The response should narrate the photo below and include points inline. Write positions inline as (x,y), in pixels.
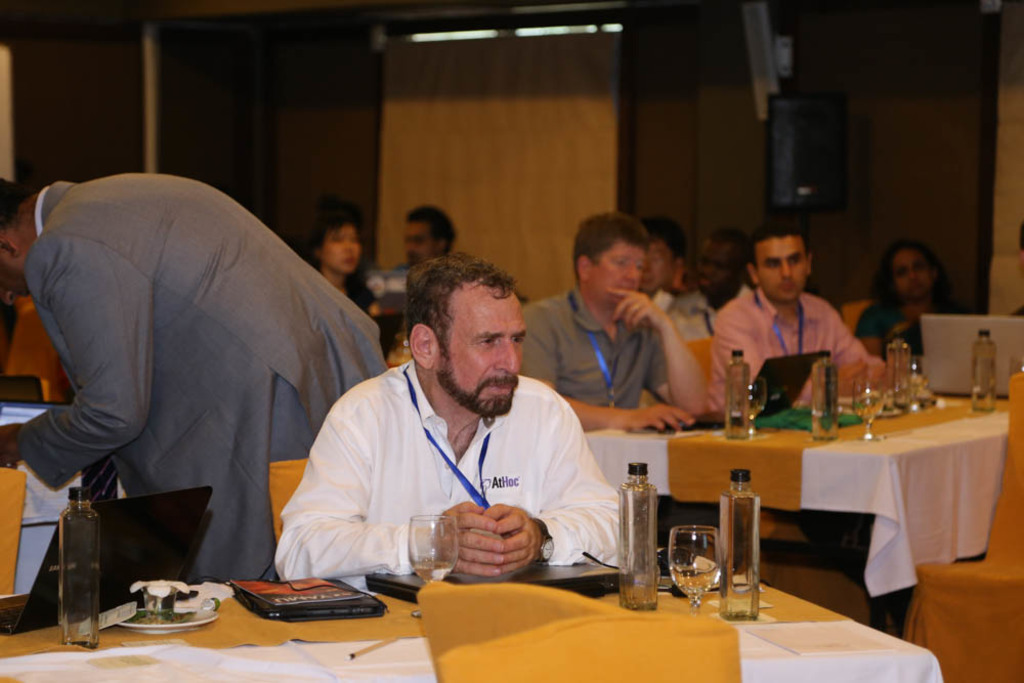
Here we can see some persons (581,309) are sitting on the chairs (1018,490). These are the tables (784,481). On the table (830,482) there are laptops (951,343), bottles (655,531), and glasses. Here we can see a man (290,352) who is standing on the floor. In the background (340,141) there is a wall (735,124) and this is door (519,139).
